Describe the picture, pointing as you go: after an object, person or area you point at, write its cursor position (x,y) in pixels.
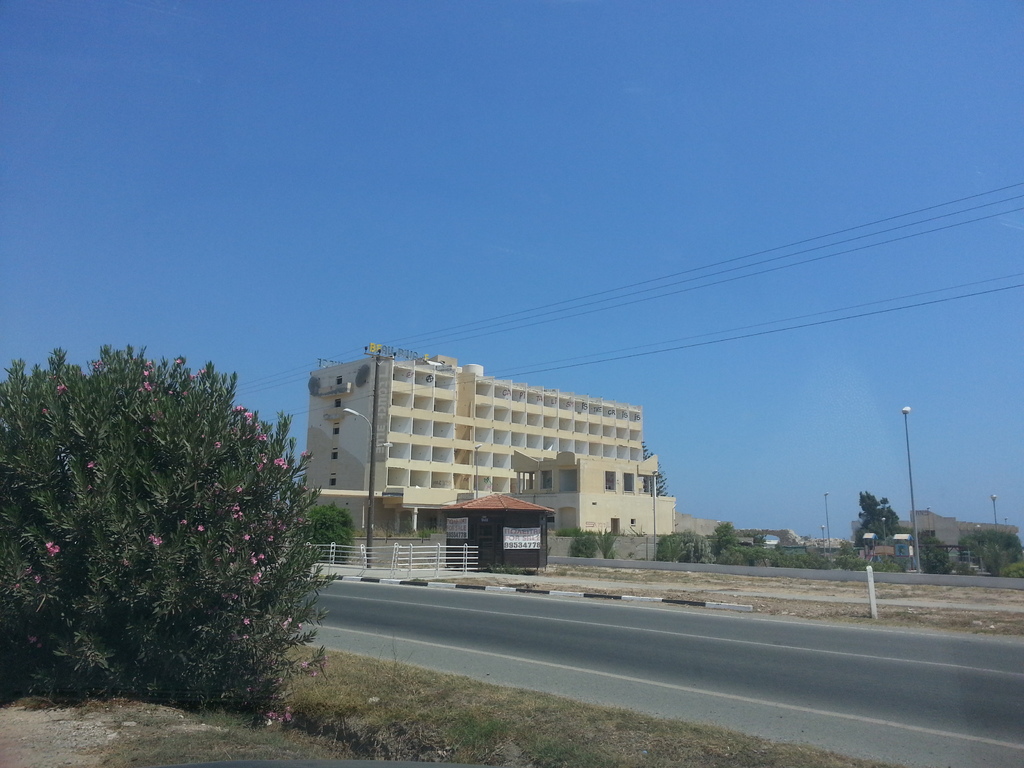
In this image we can see a building (634,494), street poles (657,473), plants (821,565), grass (674,729), the pathway (715,696), a fence (435,559), banners (520,544), poles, a group of trees (731,562), wires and the sky (561,341).
